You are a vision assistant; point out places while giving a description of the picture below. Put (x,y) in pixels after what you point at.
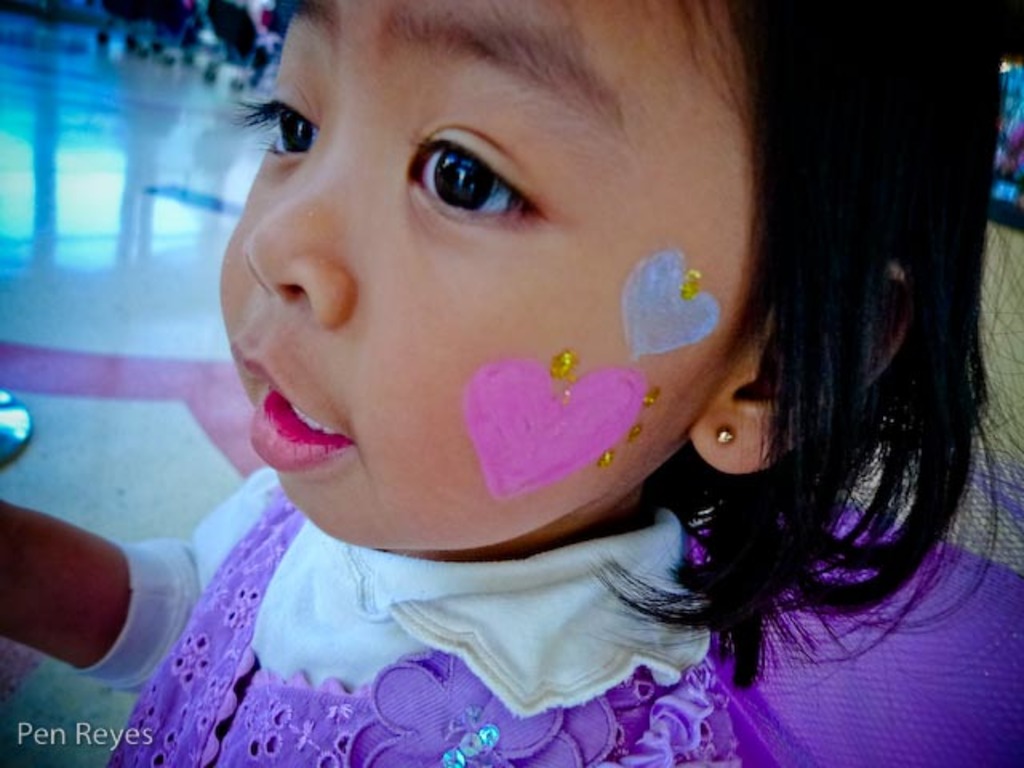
In this picture I can see there is a girl (555,503) and there is some paint (580,426) on her face (517,480), she is looking at the left side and there are trolleys (132,24) in the backdrop (192,20) and the backdrop (212,41) is blurred.
